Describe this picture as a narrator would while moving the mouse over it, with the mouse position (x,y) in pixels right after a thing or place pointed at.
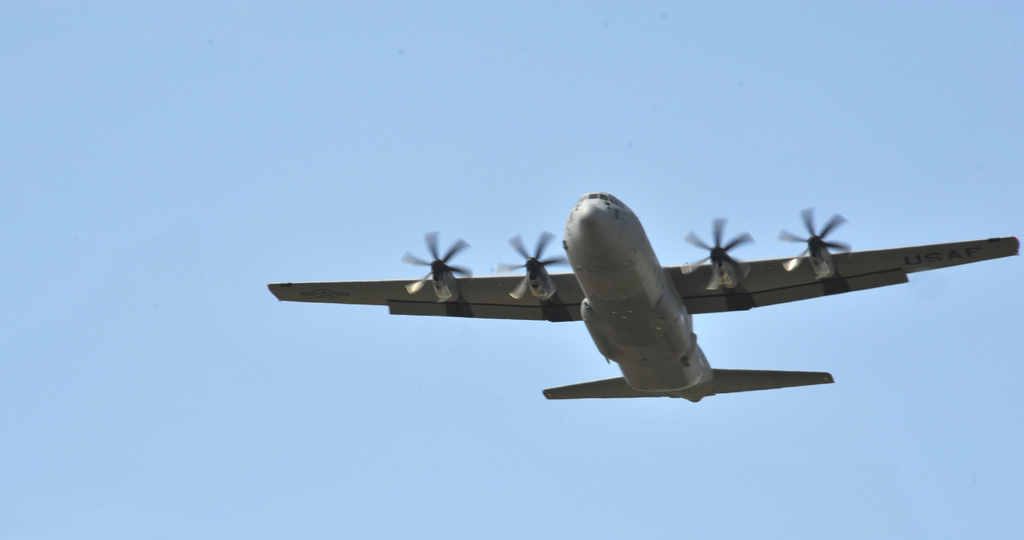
In the image we can see an airplane (646,350) in the air (587,364) and the clear pale blue sky (199,224).
